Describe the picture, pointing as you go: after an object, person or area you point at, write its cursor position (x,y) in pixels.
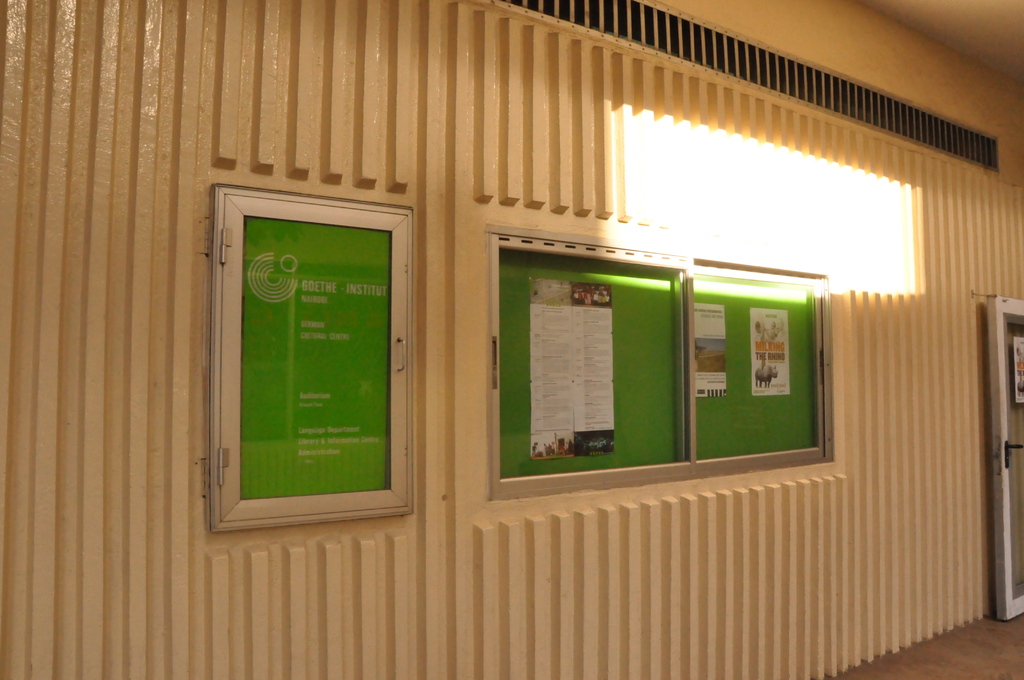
In this picture I can observe green color notice boards (623,322). There are some lights (701,164) on the right side (812,177). In the background (677,182) there is a wall (581,549) which is in cream color.
